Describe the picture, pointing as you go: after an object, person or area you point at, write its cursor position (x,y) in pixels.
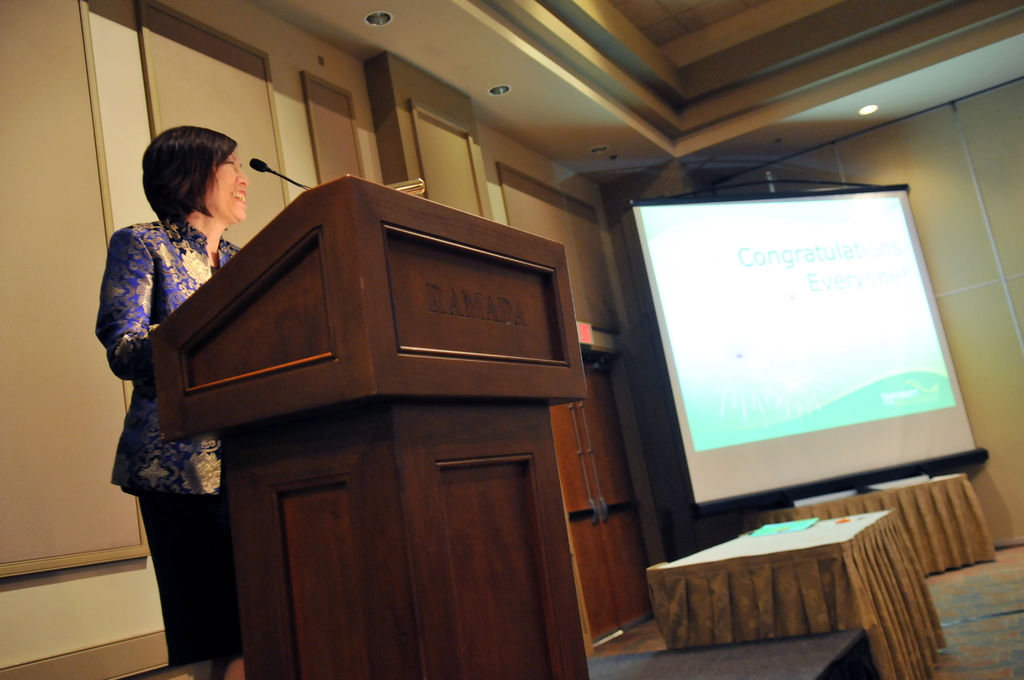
In this picture I can see a person (187,646) standing near the podium (230,264), there is a mike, there are tables (912,573), screen (753,445), lights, and in the background (587,245) there are frames (26,234) attached to the wall (26,234).
